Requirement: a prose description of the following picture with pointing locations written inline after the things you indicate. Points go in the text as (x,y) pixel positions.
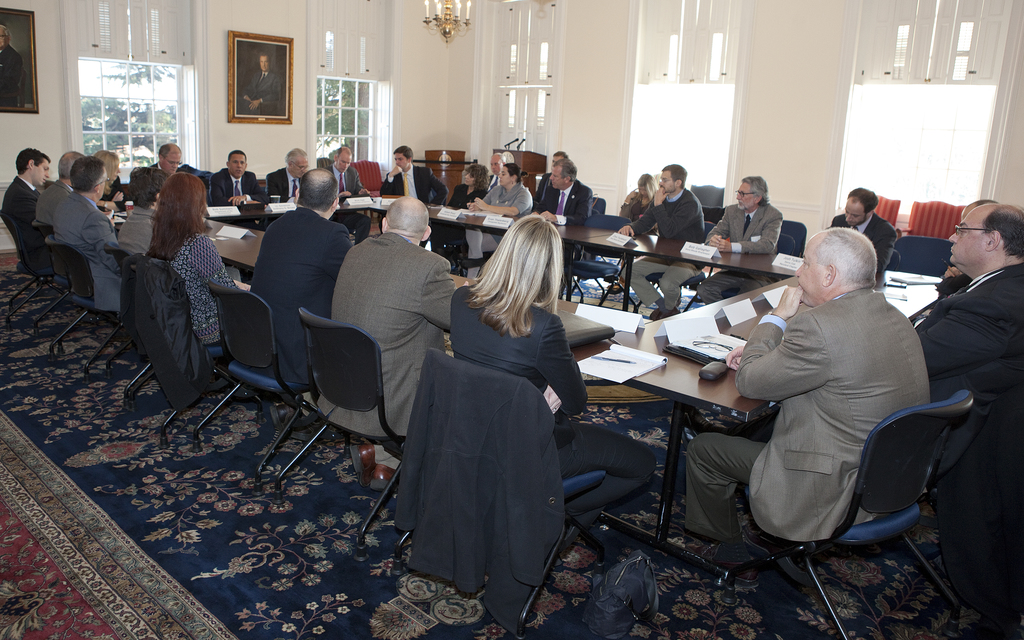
In this image i can see group of people (380,330) sitting on chair (341,377) there are few papers (672,336), board (715,324) on a table (735,254) at the back ground (466,112) i can see frame (251,95) on a wall (222,133), window (185,117), tree (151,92).
